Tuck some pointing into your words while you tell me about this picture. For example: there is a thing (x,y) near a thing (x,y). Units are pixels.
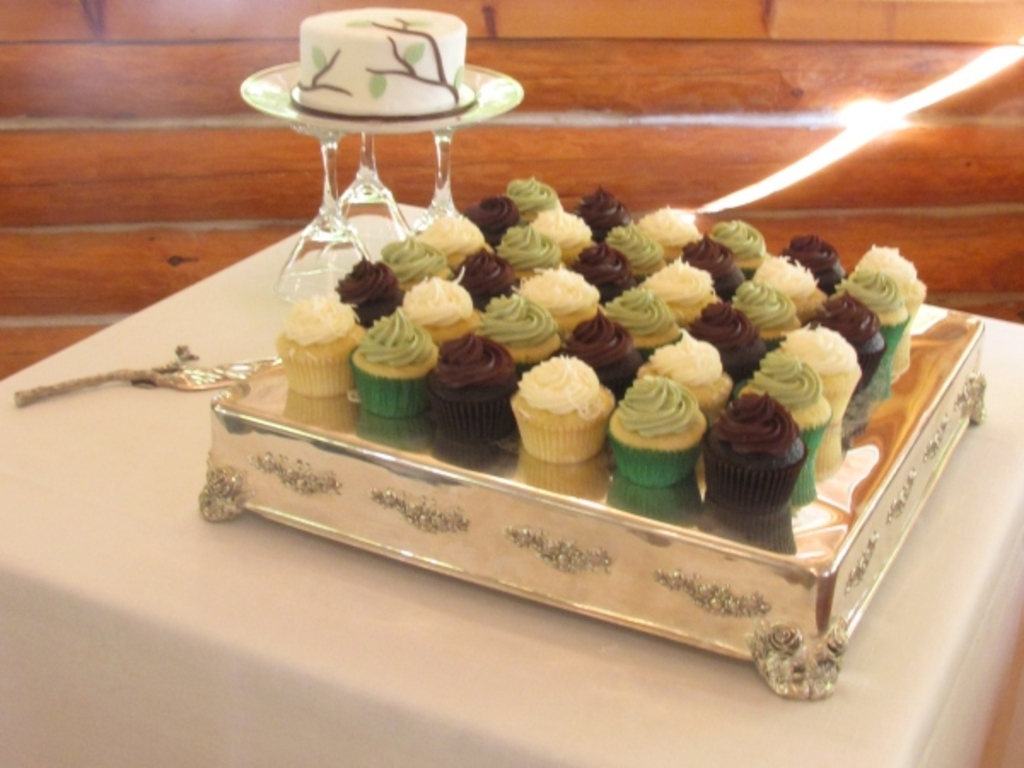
In this image I can see a white colored surface (238,564) on which I can see few glasses (347,246) and on the glasses (365,163) I can see a plate (352,123) on which I can see a cake (387,57) which is white, brown and green in color. On the surface (470,607) I can see a silver colored object (598,558) on which I can see few cupcakes (633,388) which are brown, green and cream in color. In the background (701,195) I can see the brown colored surface (764,132).
